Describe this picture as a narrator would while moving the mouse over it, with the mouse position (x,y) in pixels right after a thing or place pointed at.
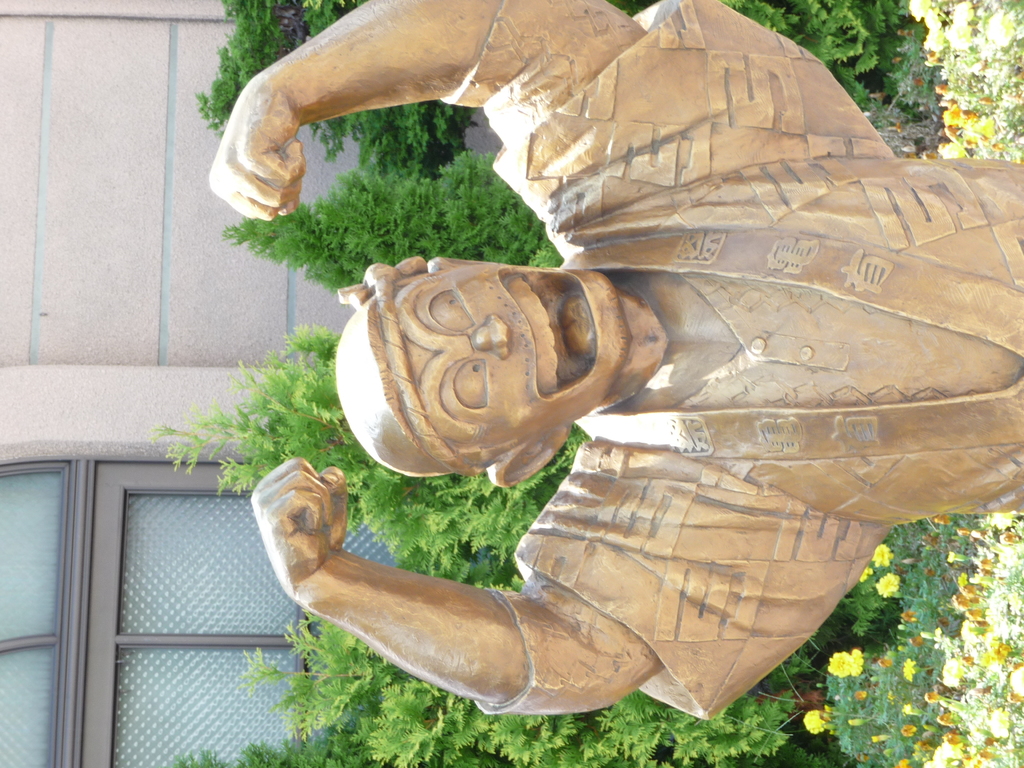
In this image I can see there is a statue (560,379) of a man (643,495) and there are few plants (892,691) in the backdrop (991,608) with flowers (876,555) and there are few other plants (734,708) and there is a building (107,515) in the backdrop (160,534) with a window (176,531).
